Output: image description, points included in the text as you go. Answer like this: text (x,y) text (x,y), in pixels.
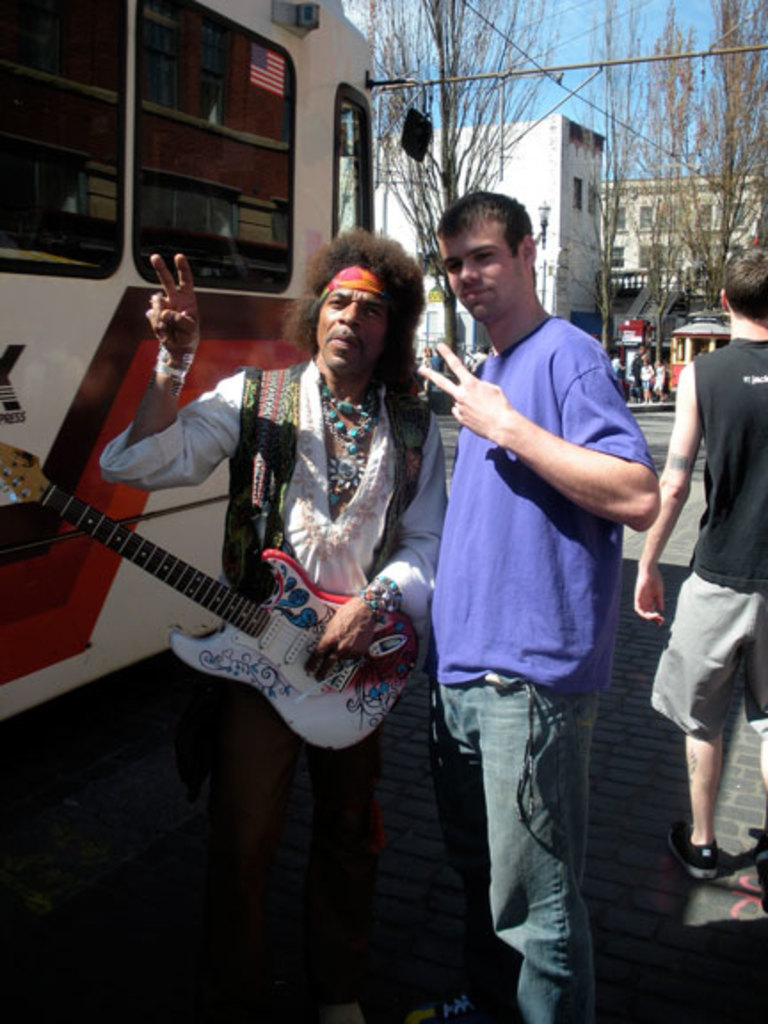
This 2 persons (281,388) are standing. Beside this person (551,646) another man (761,614) is standing. Far there are number of bare trees (732,134) and buildings (644,240). This man (365,328) wore guitar (277,652) and jacket (275,472). Beside this man (312,491) there is a vehicle (272,301) with windows (148,154).
